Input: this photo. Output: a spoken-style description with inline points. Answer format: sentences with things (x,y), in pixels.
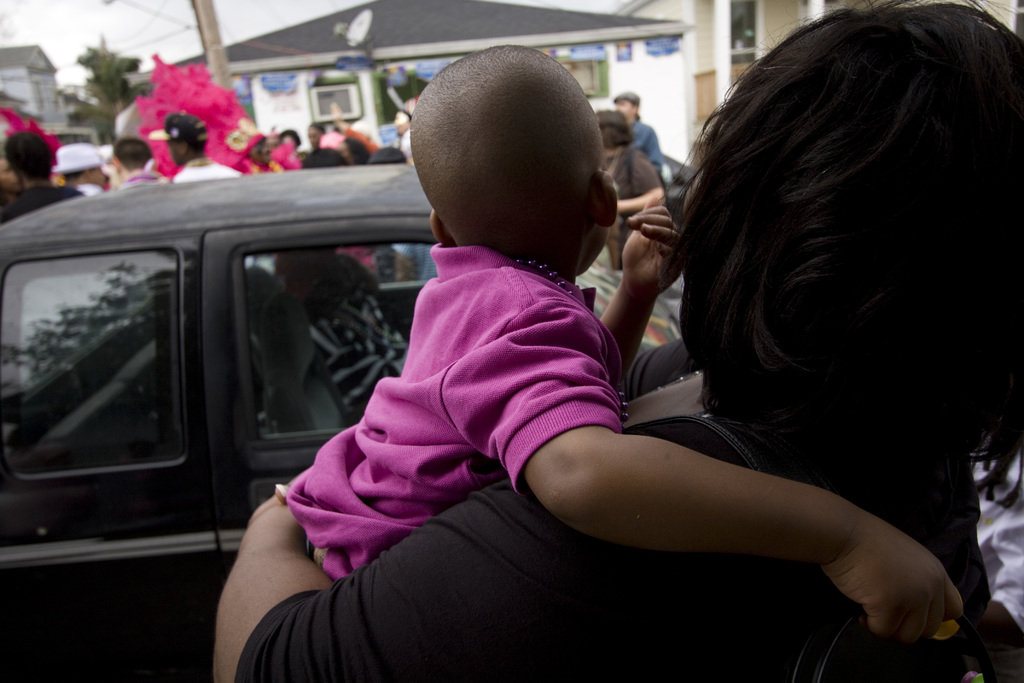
In this image there are people (4,219) and houses (16,67) on the left corner (39,100). There are two persons (583,154) on the right corner (841,386). There is a vehicle (74,365) in the foreground (240,275). There are people (188,179) and houses (701,79) in the background (652,70). And there is sky (581,4) at the top (40,27).
